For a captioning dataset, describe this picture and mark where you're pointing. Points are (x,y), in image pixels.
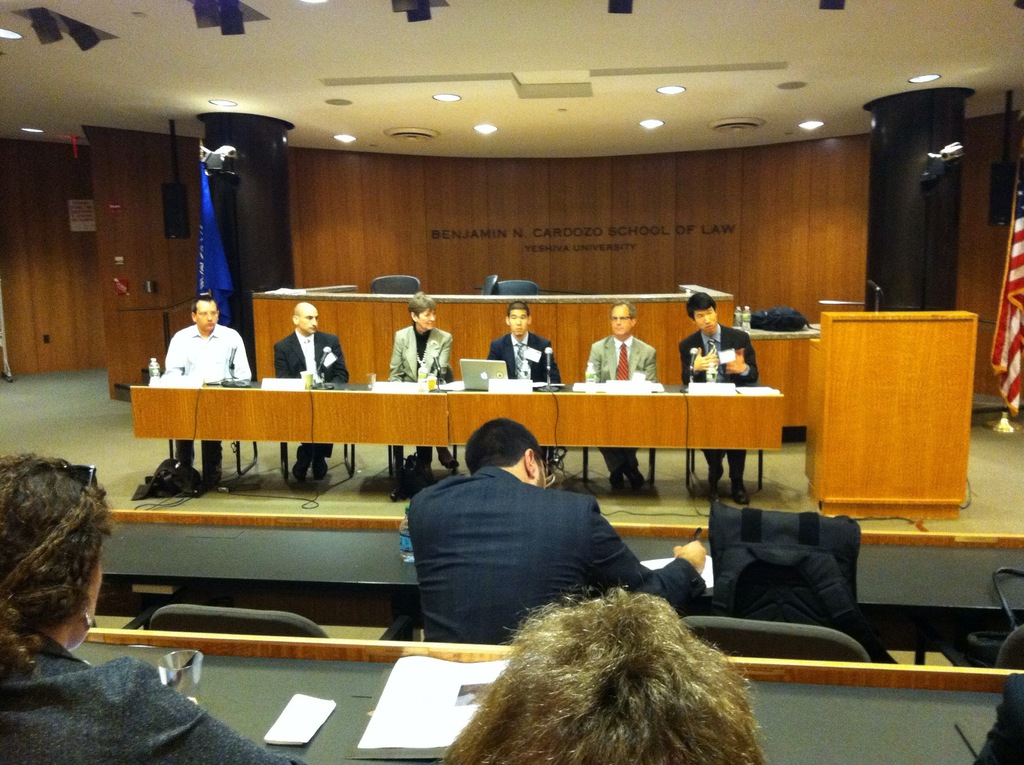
Here we can see few persons (487,726) are sitting on the chairs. There are tables (260,724). On the table (398,425) there are papers (642,389), glasses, bottles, and a laptop (496,375). There is a podium (847,428). Here we can see chairs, flags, lights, floor (21,377), and wall (94,351). There is ceiling (738,76).
